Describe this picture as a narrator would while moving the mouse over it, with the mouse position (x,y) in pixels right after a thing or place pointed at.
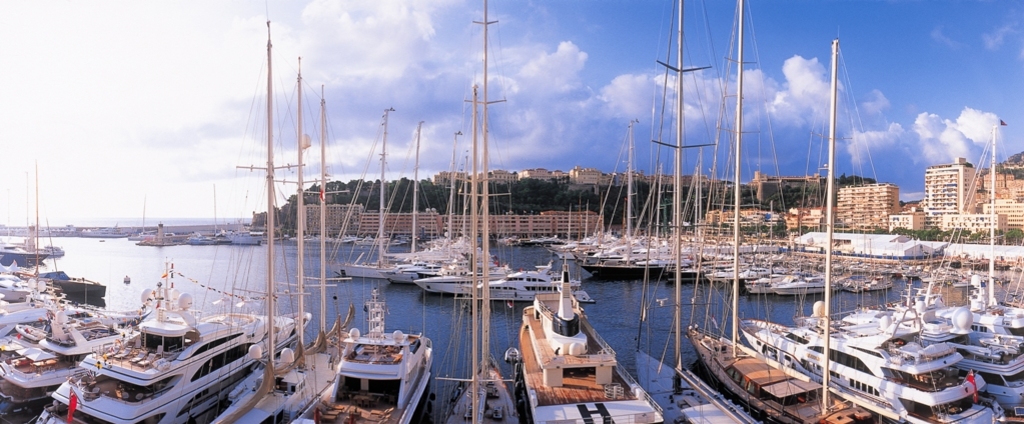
There are many boats (768,267) with poles (738,277) and ropes (647,277) are on the water (233,250). In the background (551,196) there are buildings (763,192), trees (593,195) and sky (501,84) with clouds (560,60).
